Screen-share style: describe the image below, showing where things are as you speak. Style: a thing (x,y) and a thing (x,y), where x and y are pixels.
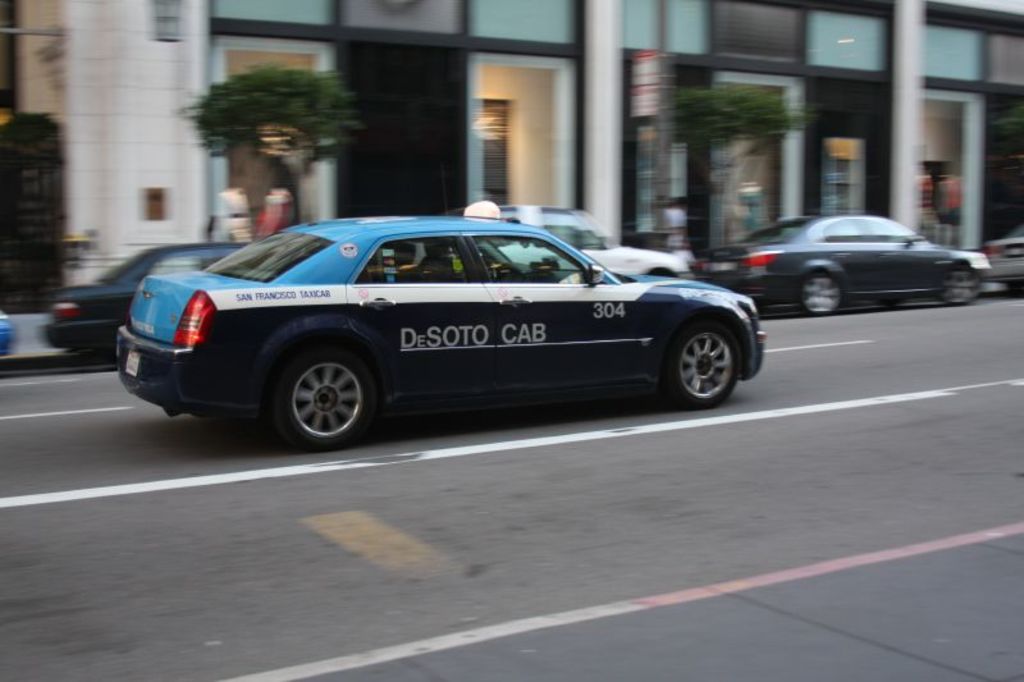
This picture shows few cars (950,293) parked and a car (456,336) moving on the road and we see buildings (626,120) and trees (295,93).
